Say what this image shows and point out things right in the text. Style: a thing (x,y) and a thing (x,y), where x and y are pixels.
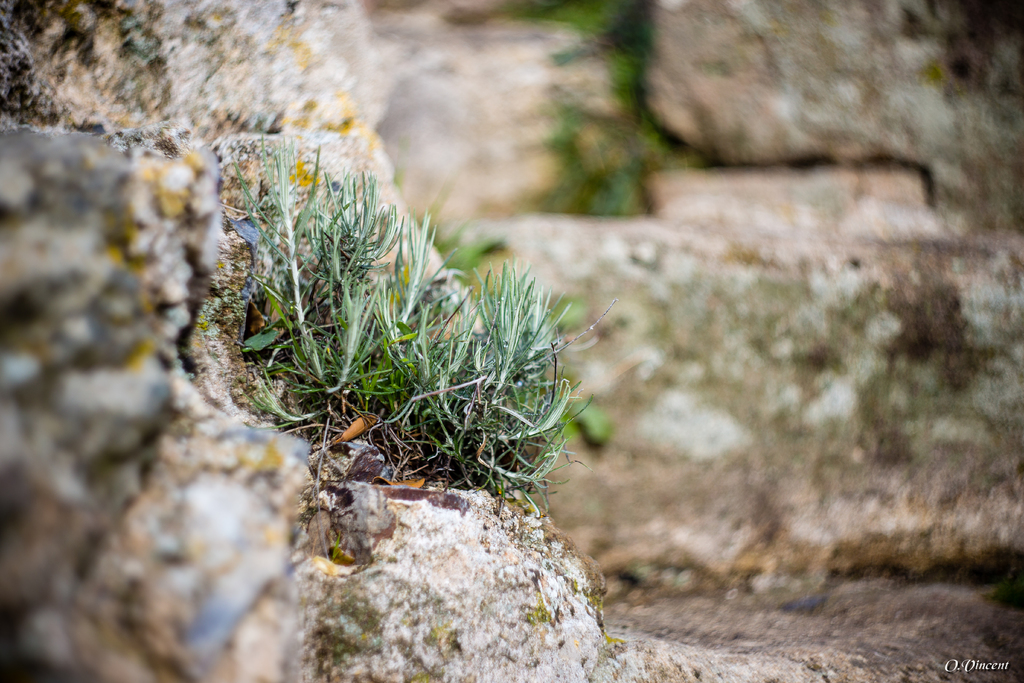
In this image there are rocks (839,306) and grass (375,345).
